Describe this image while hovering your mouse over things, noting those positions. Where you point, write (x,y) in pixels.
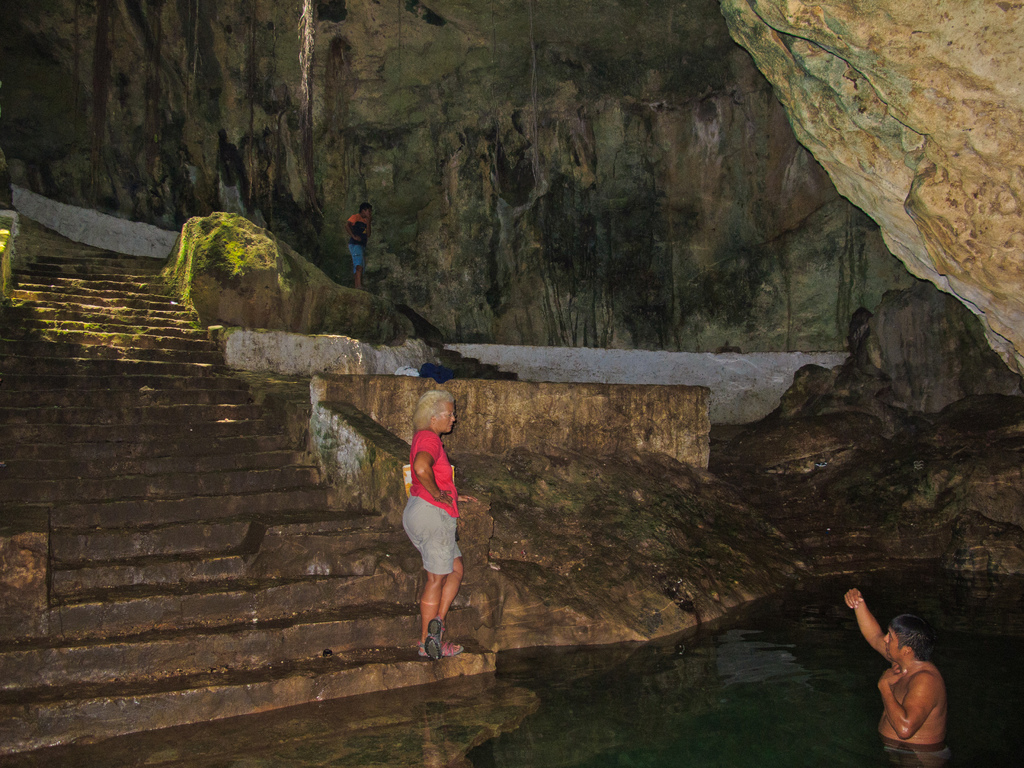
In this image we can see a person (438,487) standing on the steps (306,549). There is a person (894,655) in the water (810,665). In the back (755,423) there are rocks (689,229). Also there is another person (364,229) standing.
